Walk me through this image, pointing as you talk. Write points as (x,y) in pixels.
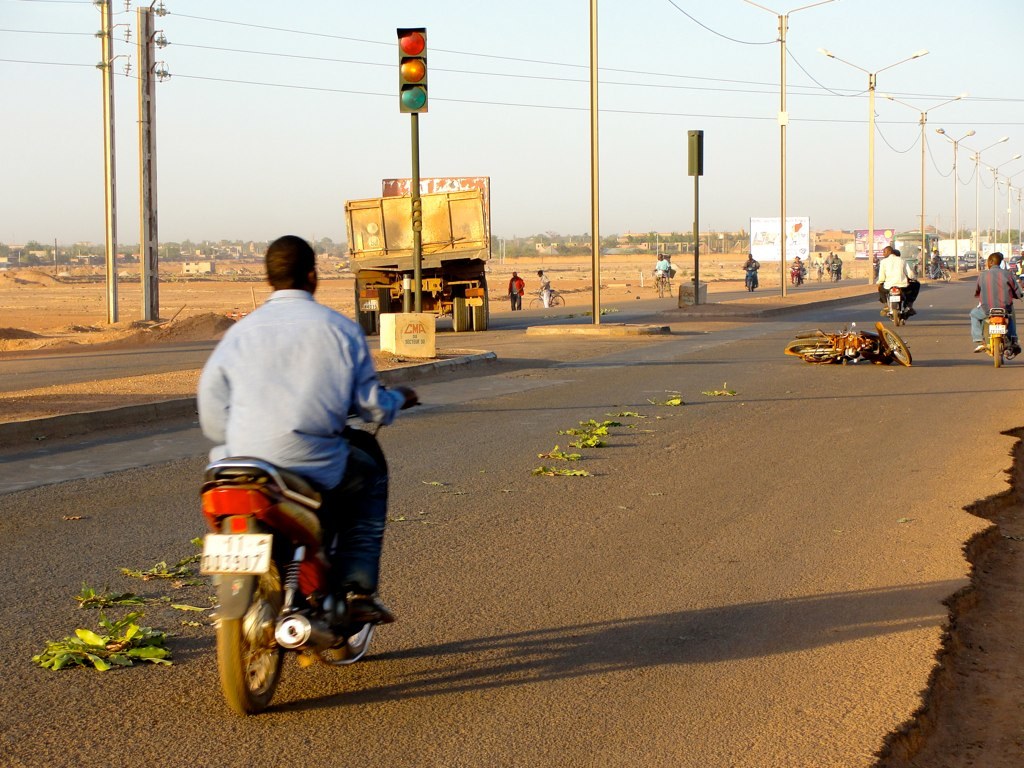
This image is taken in outdoors. In this image there are few people (338,328). At the bottom of the image (512,595) there is a road (604,413). In the middle of the image (356,456) a man (278,262) is riding on a bike (240,674). In this image there are poles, street lights (784,161) and a signal lights (410,102) in the middle of the road (447,335). At the top of the image (386,41) there is a sky (944,10). At the background (66,264) there are many trees (91,250) and a ground (139,312).
